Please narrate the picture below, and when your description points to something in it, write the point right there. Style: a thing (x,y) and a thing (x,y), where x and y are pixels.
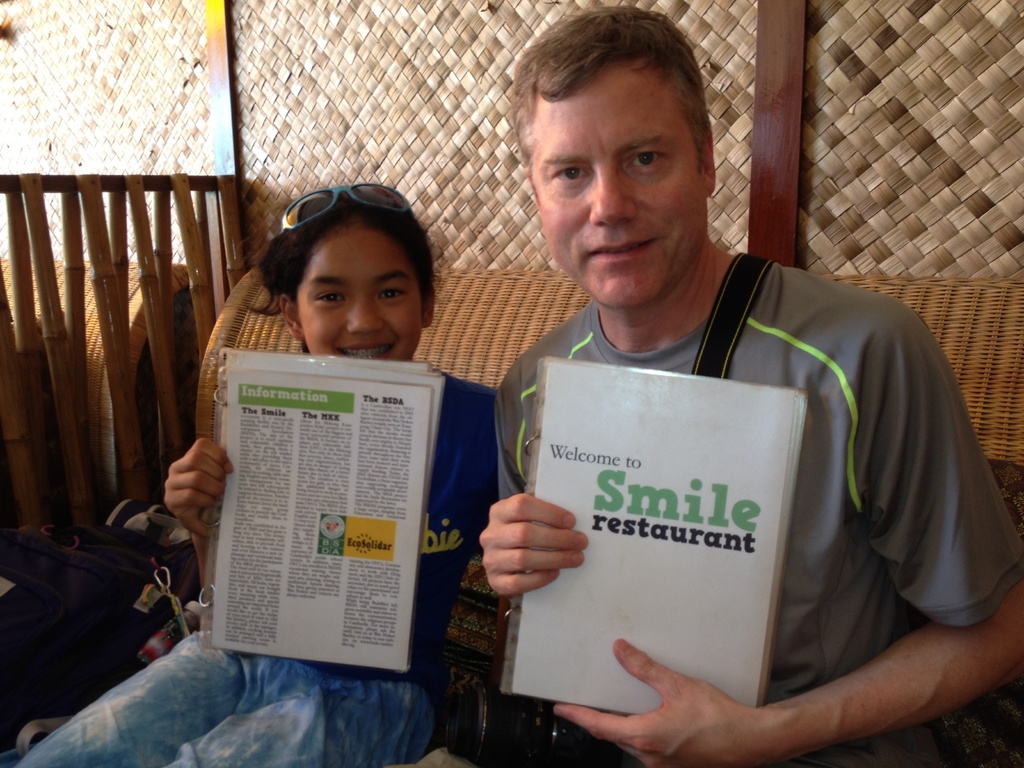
Here I can see a man (646,150) and a girl (463,474) are sitting, holding books (562,652) in their hands (541,535), smiling and giving pose for the picture. At the back of these people (578,263) there is a wall (443,114). On the left side (102,329) there are few sticks (27,341).
